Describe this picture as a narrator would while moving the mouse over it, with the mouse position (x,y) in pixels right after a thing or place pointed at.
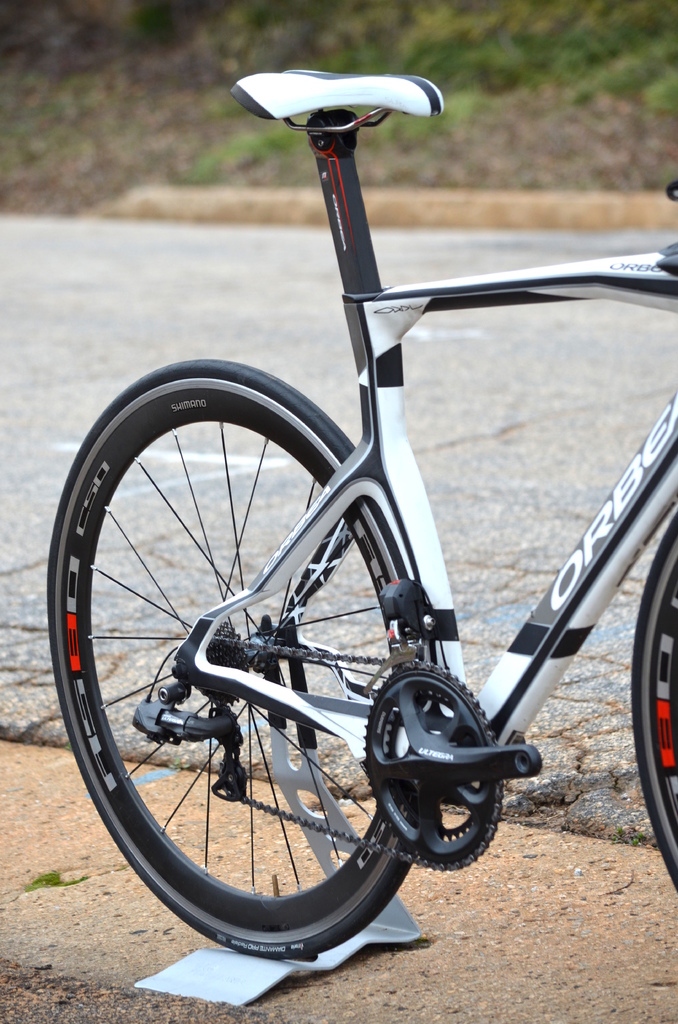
This picture is clicked outside. In the center (408,643) there is a bicycle (273,93) parked on the ground (305,979). In the background (281,285) we can see the ground (16,270) and the small portion of green grass (377,50).
